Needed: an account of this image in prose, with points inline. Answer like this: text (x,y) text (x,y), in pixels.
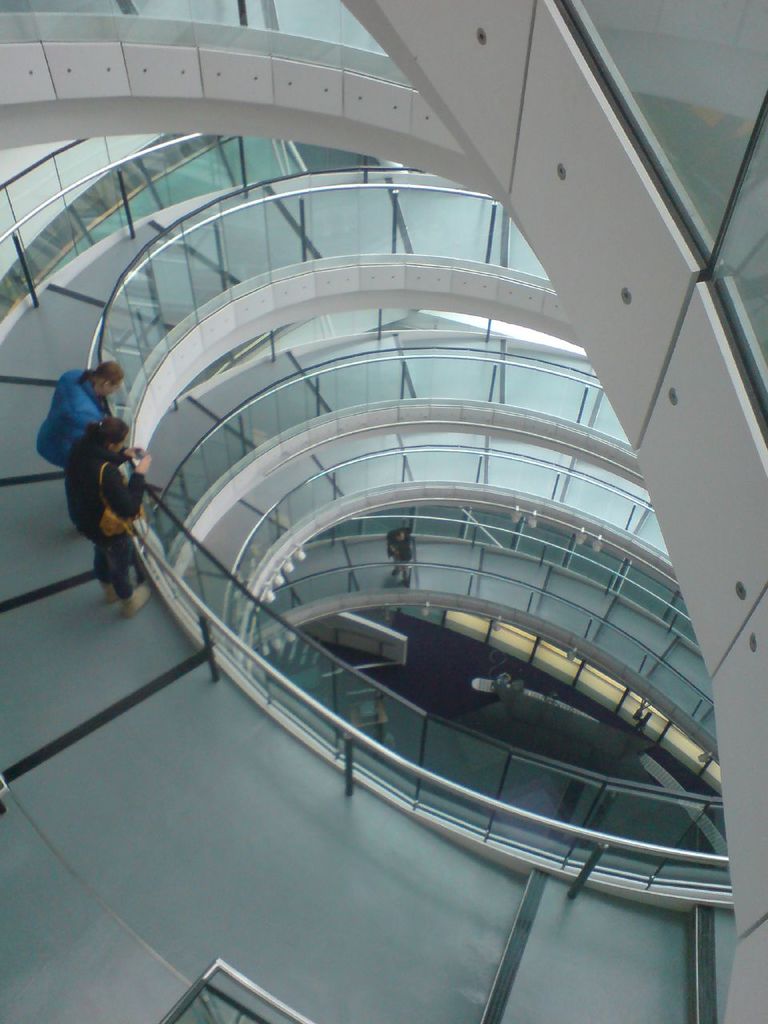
In this picture there is a woman (119,489) who is wearing black dress (93,509), beside that there is a man (74,407) who is wearing blue jacket (71,427). Both of them are standing near to the railing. On the right (554,173) we can see the round steps (430,490).
